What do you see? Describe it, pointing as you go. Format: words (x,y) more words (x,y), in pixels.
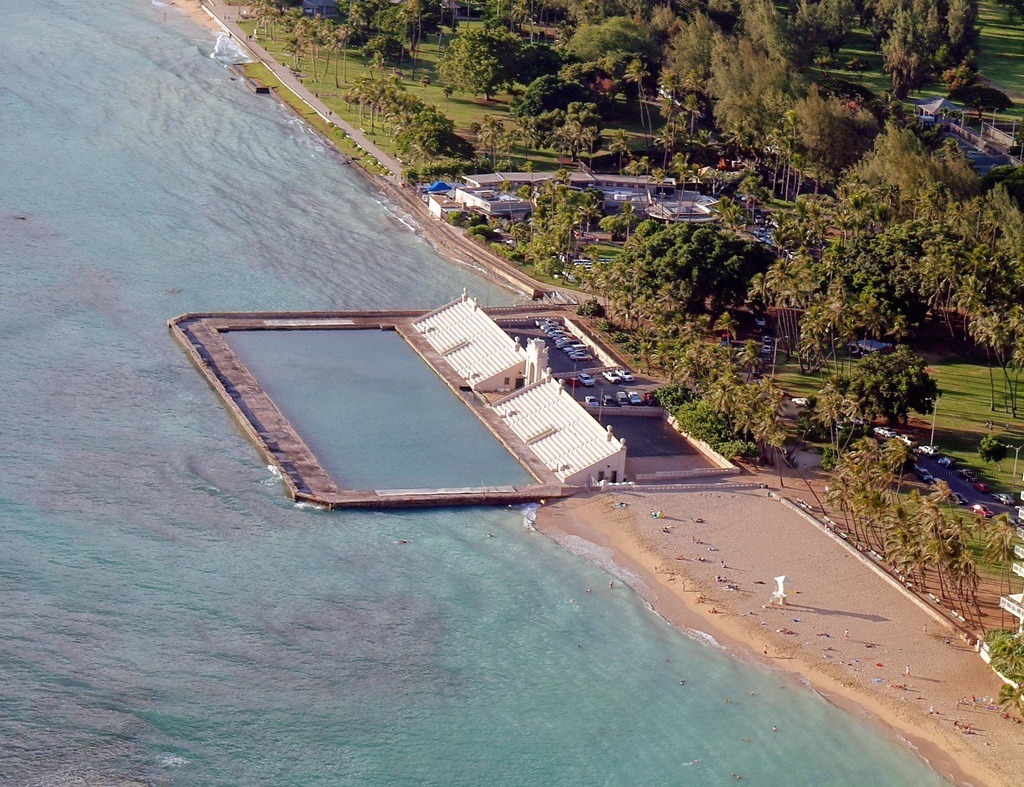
In the foreground (409,525), I can see water (390,665), vehicles (763,350) on the road (661,436), seats (588,444) and a swimming pool (464,408) on the beach (655,492). In the background (817,438), I can see a fence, grass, trees (833,428), plants (1006,670), houses (671,178), huts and so on. This image taken, maybe near the ocean (385,681).
